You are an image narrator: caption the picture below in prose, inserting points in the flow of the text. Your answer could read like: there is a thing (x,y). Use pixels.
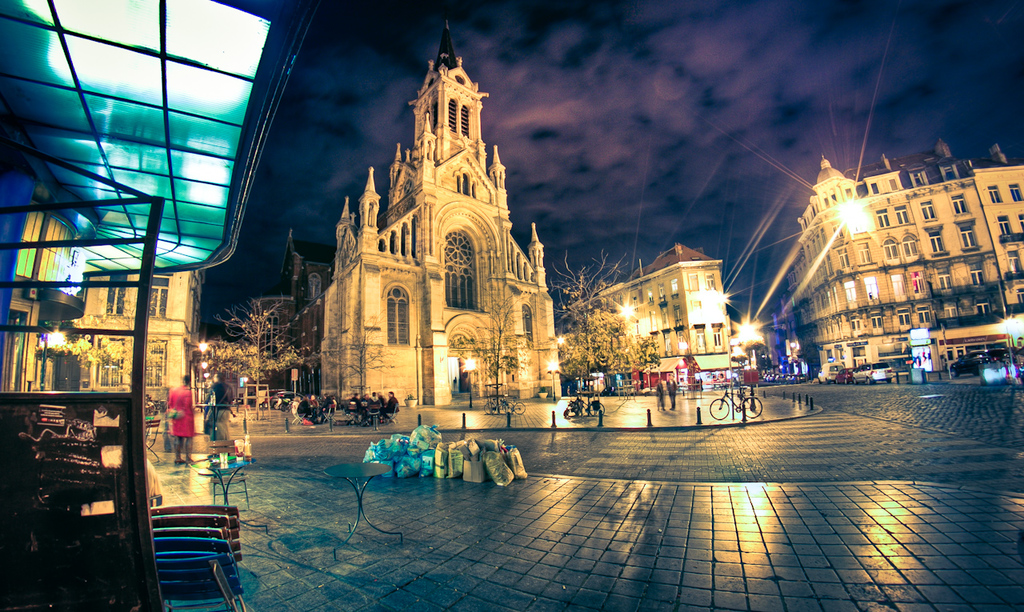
In this image we can see buildings (683,274), trees (501,323), stalls (217,249), side tables (241,468), cartons (466,460), polythene covers (420,457), electric lights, persons (322,413) sitting on the chairs (363,413), persons (220,398) standing on the road (384,513), bicycles (493,412), trees (599,284) and sky (354,185) with clouds (716,113).
